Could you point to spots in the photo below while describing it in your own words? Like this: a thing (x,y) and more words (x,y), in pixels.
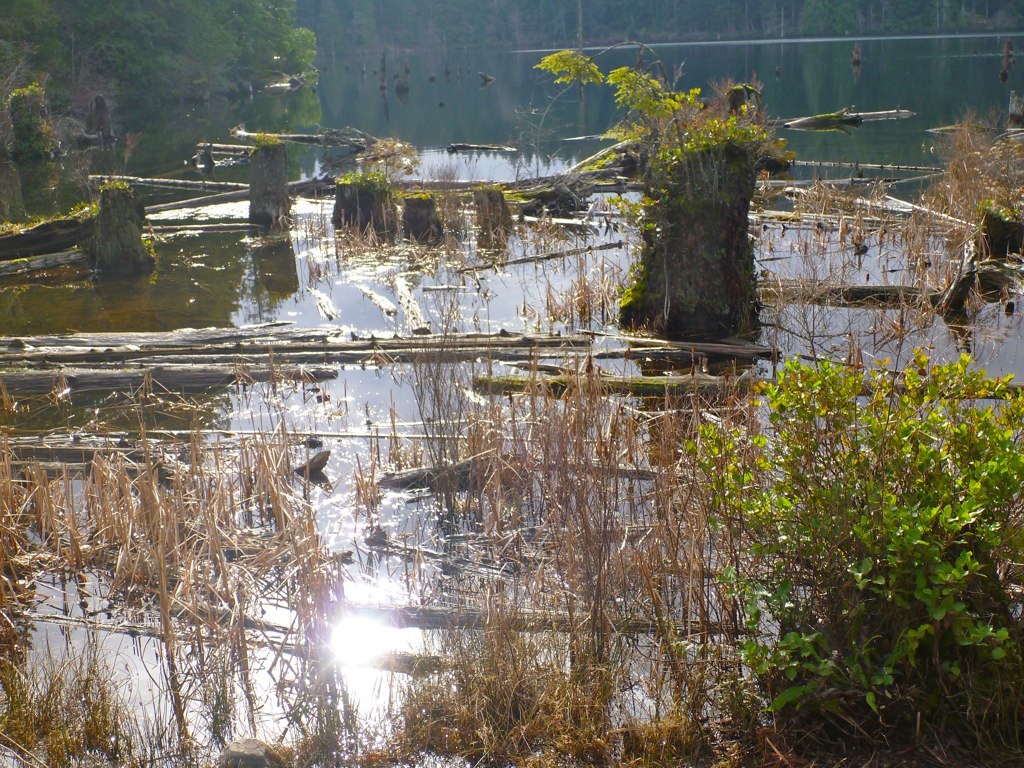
In the center of the image (527,361) we can see water (470,172), plants (655,206), stick (495,350), grass (549,411) are there. At the top left corner (94,46) trees (161,24) are present.
